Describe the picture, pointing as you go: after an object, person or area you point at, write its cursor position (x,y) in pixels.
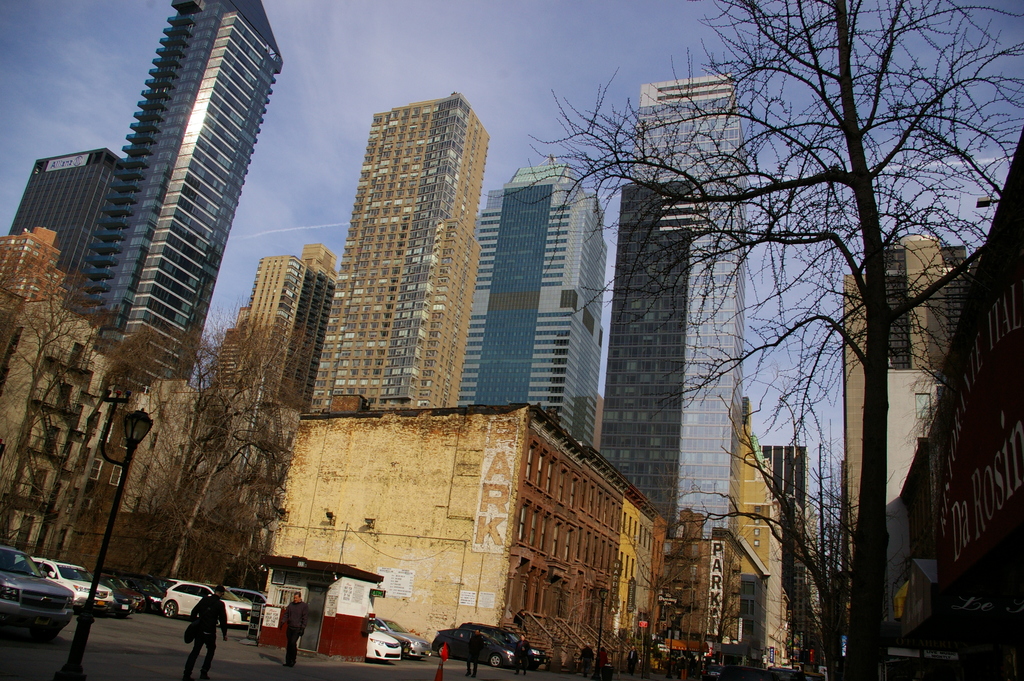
In this image, we can see vehicles (137,602), people (208,604), poles (599,637), name boards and sign boards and we can see a booth (342,636) on the road (145,662). In the background (148,321), there are trees (785,504) and buildings (524,394). At the top (435,67), there is sky (524,55).
